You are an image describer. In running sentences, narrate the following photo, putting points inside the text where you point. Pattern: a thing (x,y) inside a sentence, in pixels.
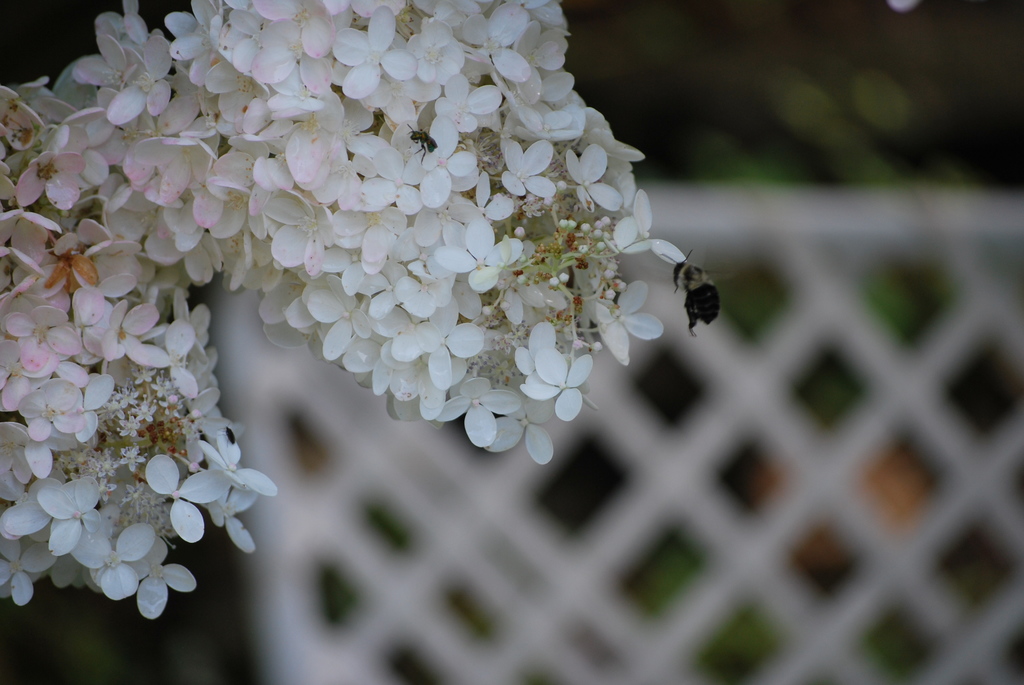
In this image we can see so many flowers (46,287), buds (516,231) on a stem (569,259), two insects (708,300), some plants (638,587) and one white fence (820,470).
